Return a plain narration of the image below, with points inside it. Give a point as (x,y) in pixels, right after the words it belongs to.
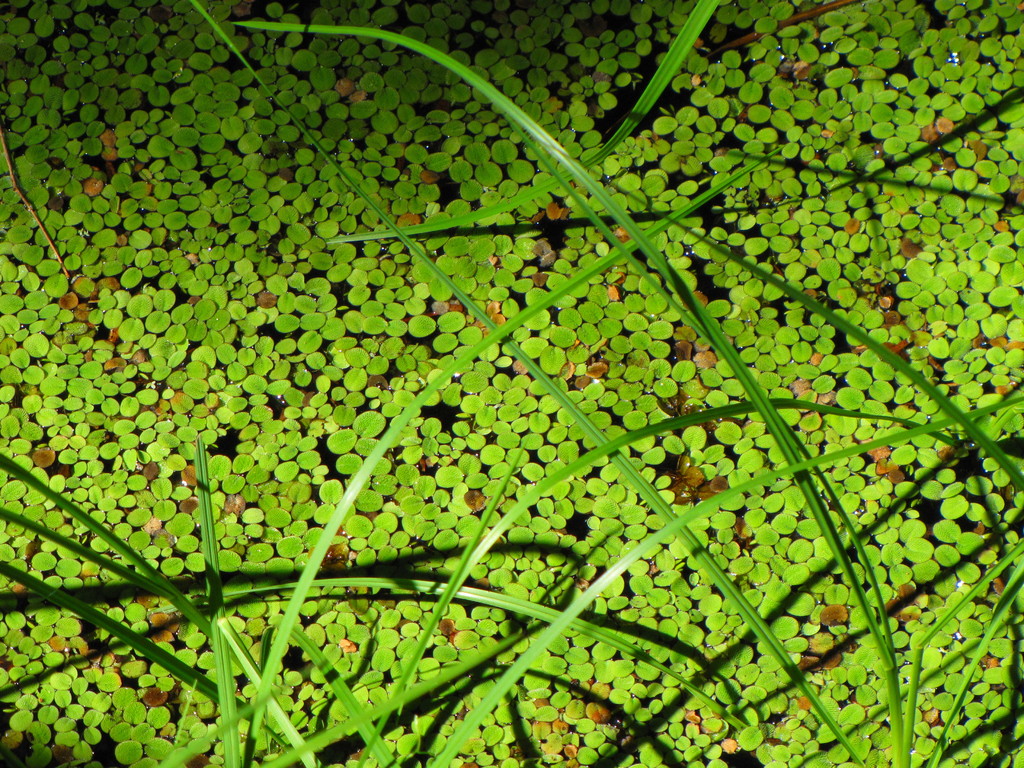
In this image I can see there are leaves (608,463) and plants (479,392) in this water (390,375).
